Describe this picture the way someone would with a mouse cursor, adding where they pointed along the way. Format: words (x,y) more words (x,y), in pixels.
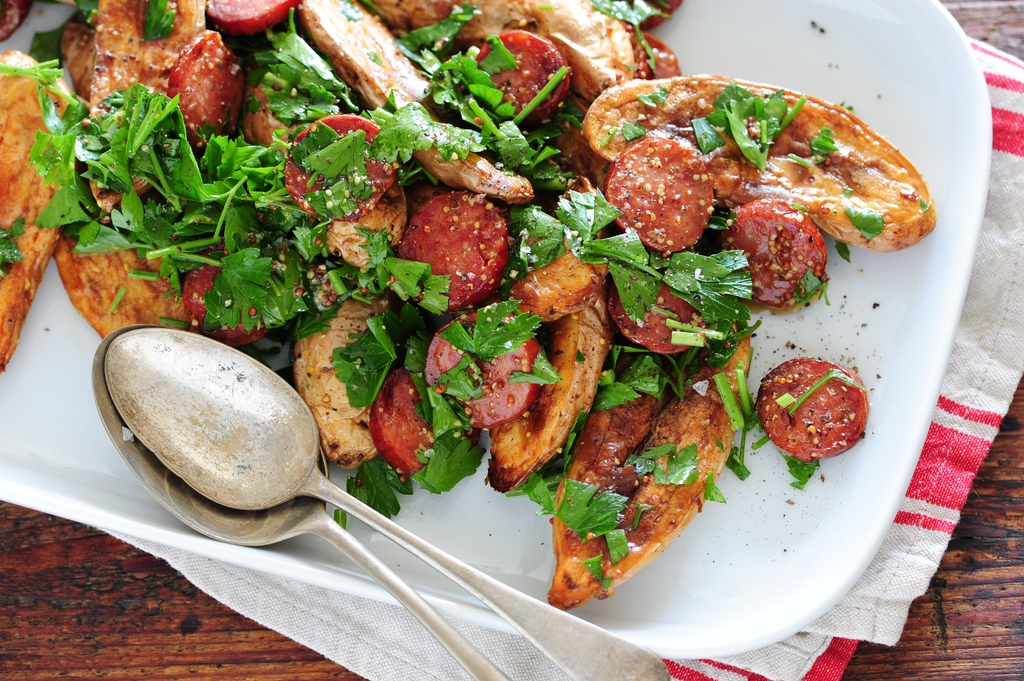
In this image I can see the plate (449,516) with food (580,311). I can see the food (405,222) is colorful and the plate (722,530) is in white color. I can see two spoons (196,503) in the plate (439,525). It is on the cloth (912,481). The cloth (938,517) is on the brown color surface (952,576).
